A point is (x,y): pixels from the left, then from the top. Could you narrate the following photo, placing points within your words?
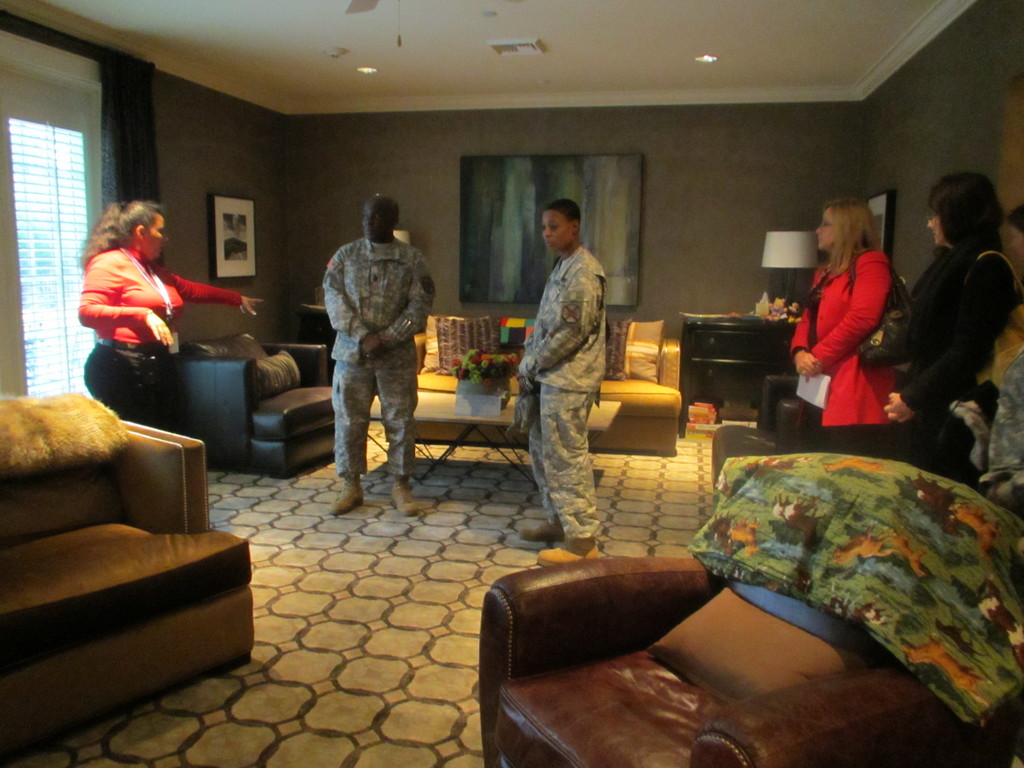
These persons (557,322) are standing and this person (161,293) wear tag (161,289) and talking, this person (867,320) wear bag (903,316) and holding paper (811,378). We can see sofa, chairs (210,395), table (421,413) on the floor (413,596), we can see flowers (480,379) on the table (446,400). On the background (595,130) we can see wall (341,209), frames (233,209), window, lamp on the table (755,317). On the top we can see lights (712,52). we can see pillows (469,327) and cloth (8,417) on the sofa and chairs (321,375).
